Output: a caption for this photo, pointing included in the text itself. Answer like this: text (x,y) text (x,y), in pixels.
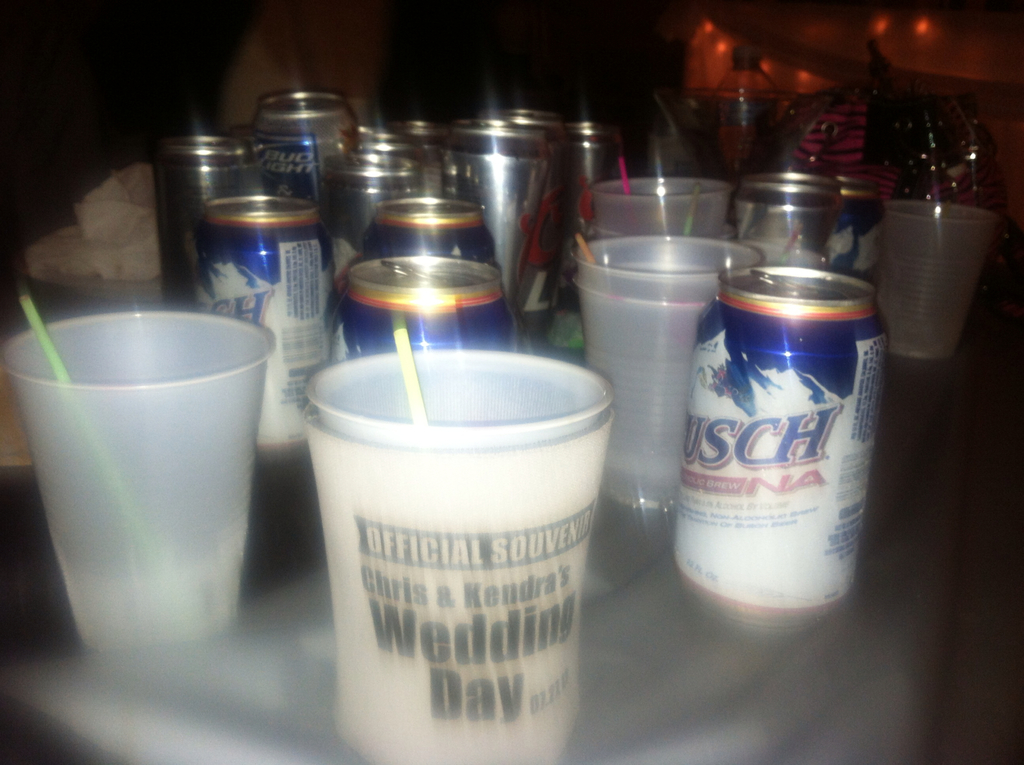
This picture contains glasses (382,419) and beer cans (276,330) which are in white and blue color. In the background (910,65), it is black in color. This picture is blurred in the background (74,148).
